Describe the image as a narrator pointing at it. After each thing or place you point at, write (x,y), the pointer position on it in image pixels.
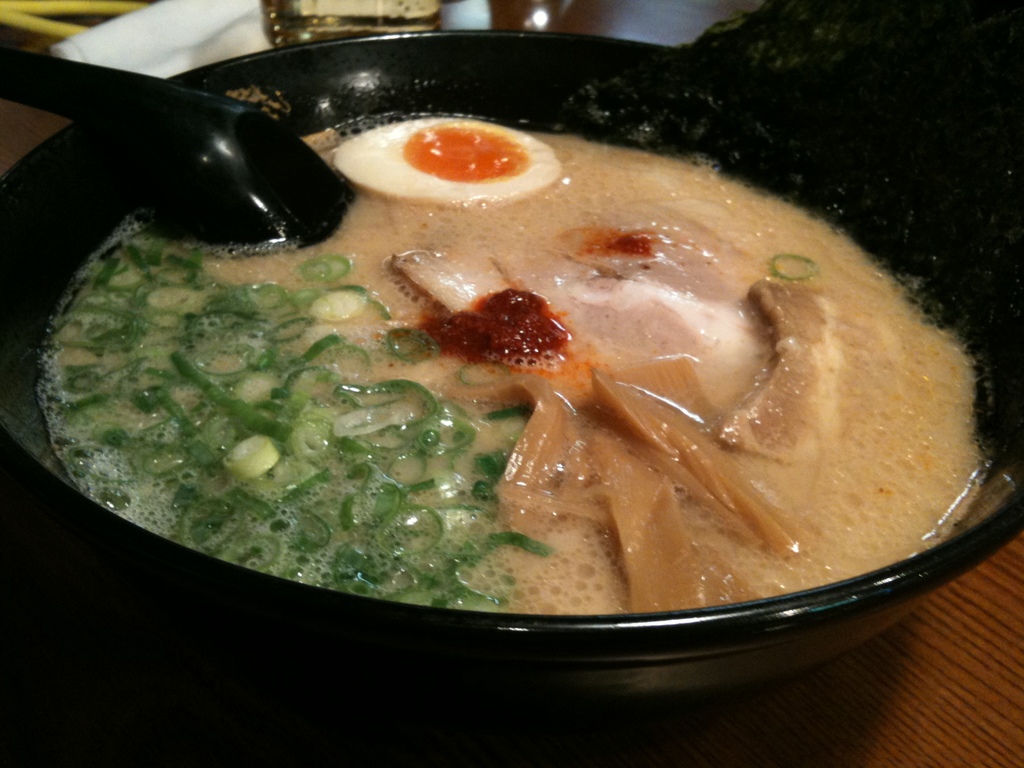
In this picture we can see a bowl (737,622), there is a piece of egg (440,194), some pieces of scallions (361,368), meat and some soup (894,428) present in the bowl (639,653), we can see spoon (157,143) here.
